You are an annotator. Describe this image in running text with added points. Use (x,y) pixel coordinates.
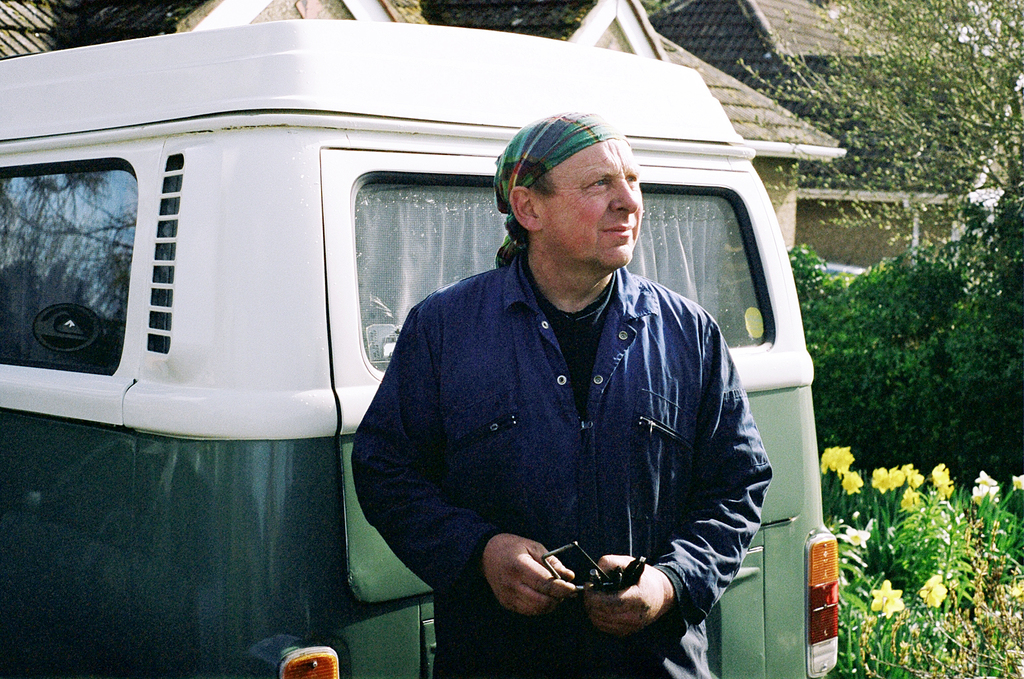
In this image in the middle (565,361) a man (573,409) is standing. Behind there is a vehicle (323,276). In the background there are buildings (812,55), trees (845,92). At the bottom right (938,547) there are flower plants (915,529).
